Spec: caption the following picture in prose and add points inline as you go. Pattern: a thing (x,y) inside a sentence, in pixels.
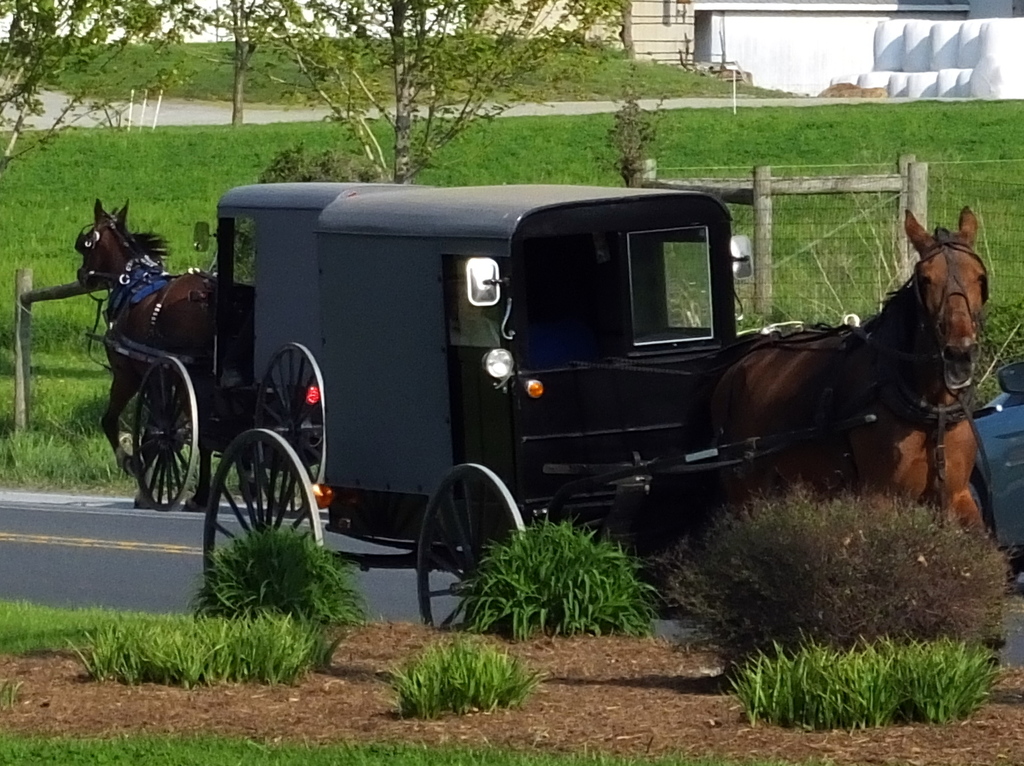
This picture is clicked outside. In the foreground (115,641) we can see the grass (306,634). In the center (663,443) we can see the horse carts (307,455) running on the road (26,515). In the background (136,13) we can see the trees (365,26), plants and some other items (960,51) and the green grass (264,169).
